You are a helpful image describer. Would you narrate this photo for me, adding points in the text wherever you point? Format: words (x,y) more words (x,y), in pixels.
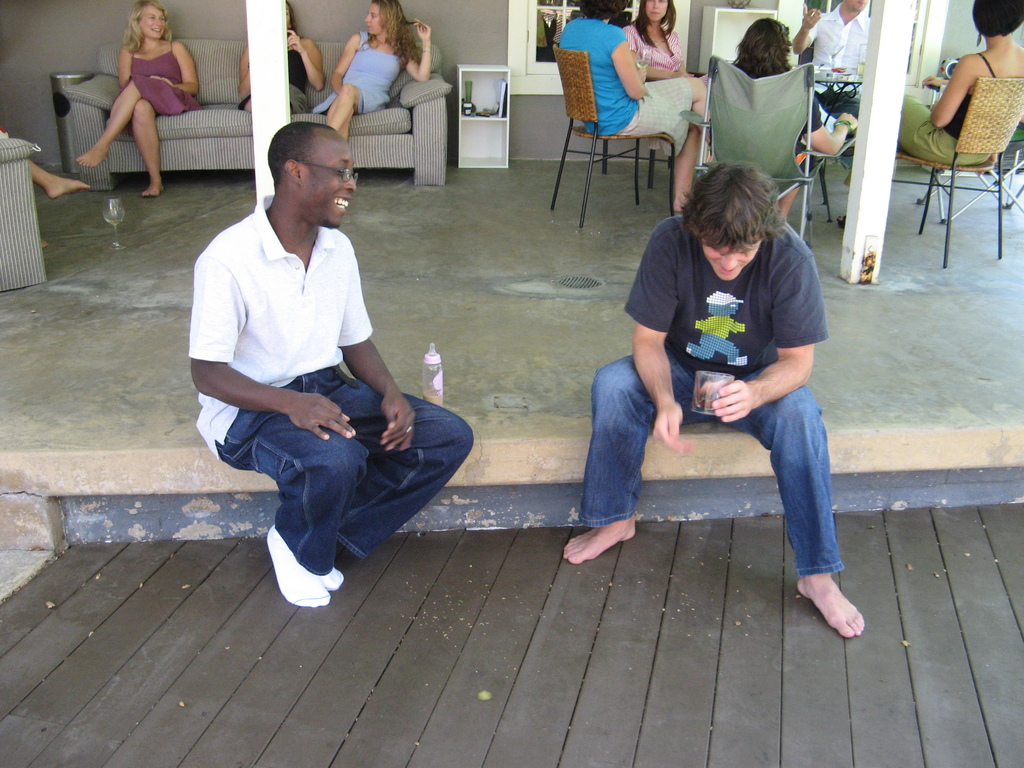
In this picture there are two people (319,301) sitting on the floor (655,455). In the background (159,63) we also observe few people (383,67) sitting on the sofas (204,88) and there are people (662,77) who are sitting in a round table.
